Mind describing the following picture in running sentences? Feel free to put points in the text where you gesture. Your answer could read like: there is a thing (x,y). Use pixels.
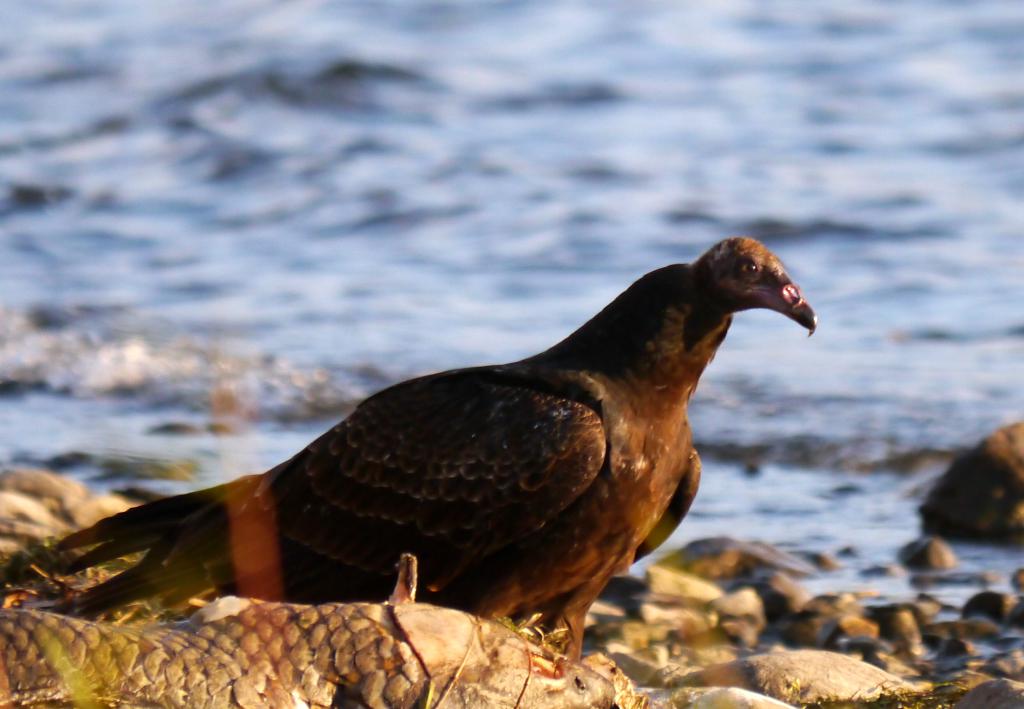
In this image I can see a bird (517,441) and a fish (523,681). In the background (311,217) I can see water (327,217).
